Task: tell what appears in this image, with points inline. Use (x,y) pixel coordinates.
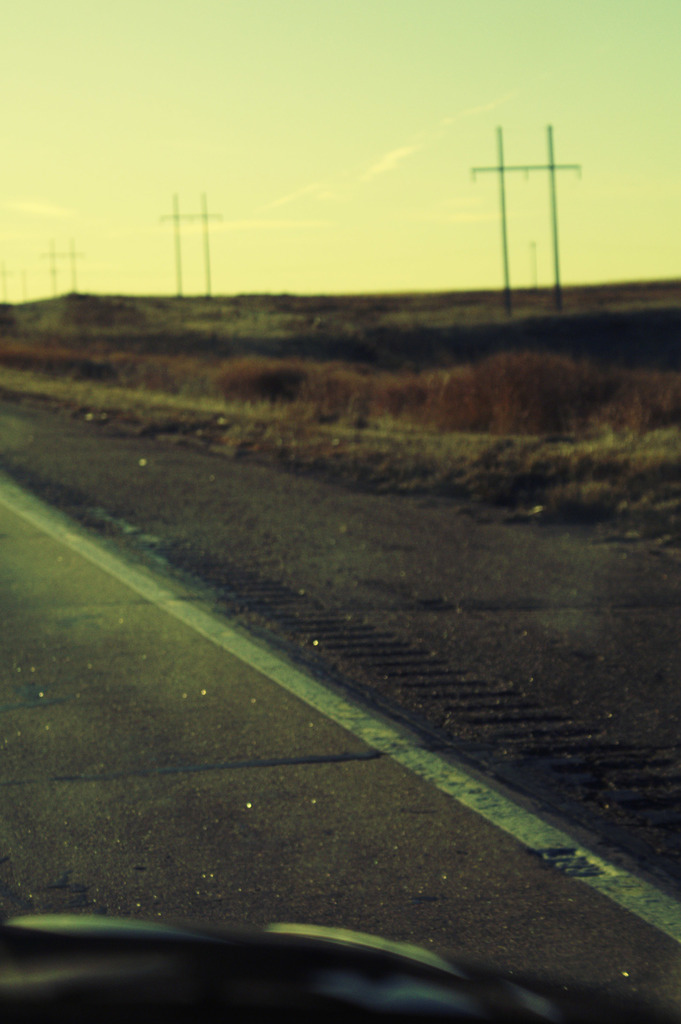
In the image there is road (170,788) on the left side (141,629) and behind the land (532,382) is covered with dry grass (349,381) and plants (512,355) with electric poles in the middle (279,395) and above its sky (280,94) with clouds (274,202).
